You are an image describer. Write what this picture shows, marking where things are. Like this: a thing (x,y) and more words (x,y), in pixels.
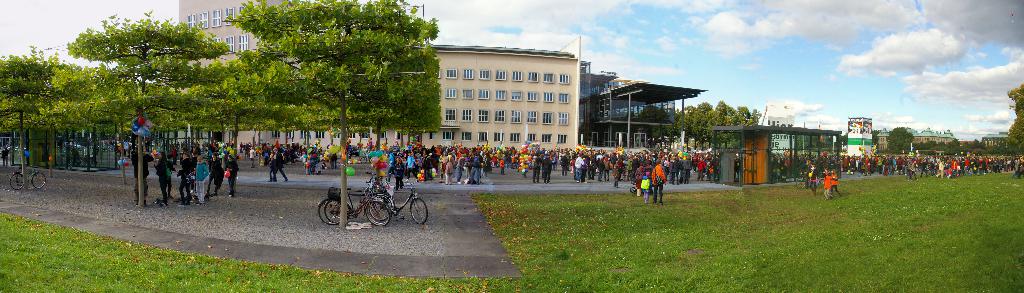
In this picture we can see group of people (598,165), in the foreground (502,199) we can find grass (676,216) and bicycles (412,193), in the background (457,63) we can see few buildings (572,115), trees (694,114) and clouds (776,33), also we can see balloons (328,152).
